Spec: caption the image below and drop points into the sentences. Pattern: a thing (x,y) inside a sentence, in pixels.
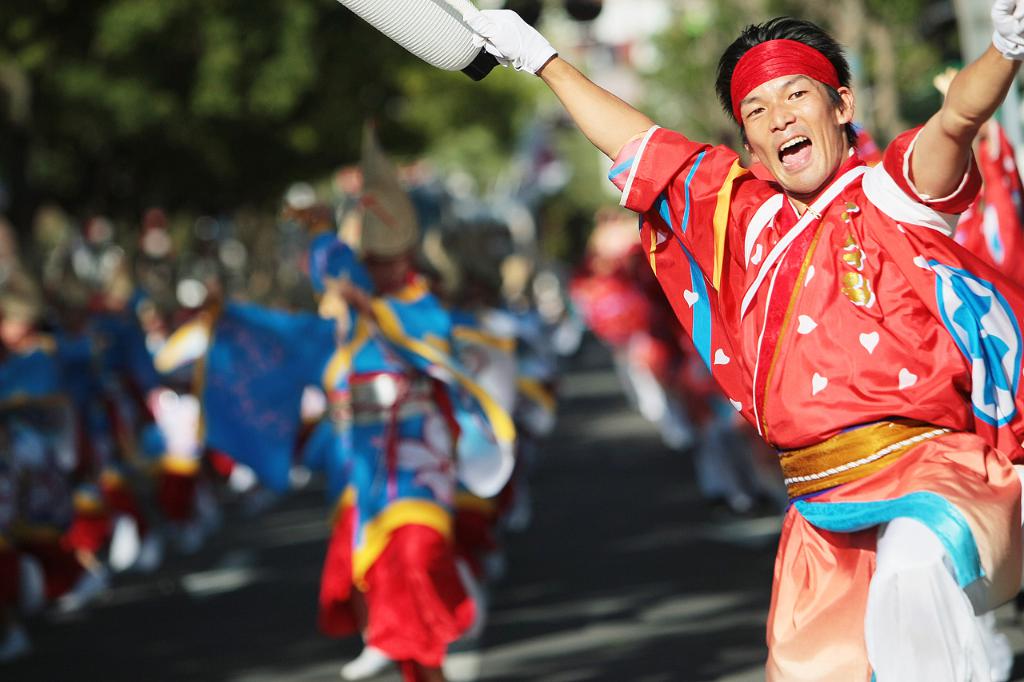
In the foreground of the picture (866,186) there is a person (889,380) dancing with a cheerful face (775,121) and holding an object (463,12). The background (643,310) is blurred. In the background (417,209) there are people (384,179) and greenery (360,104).
